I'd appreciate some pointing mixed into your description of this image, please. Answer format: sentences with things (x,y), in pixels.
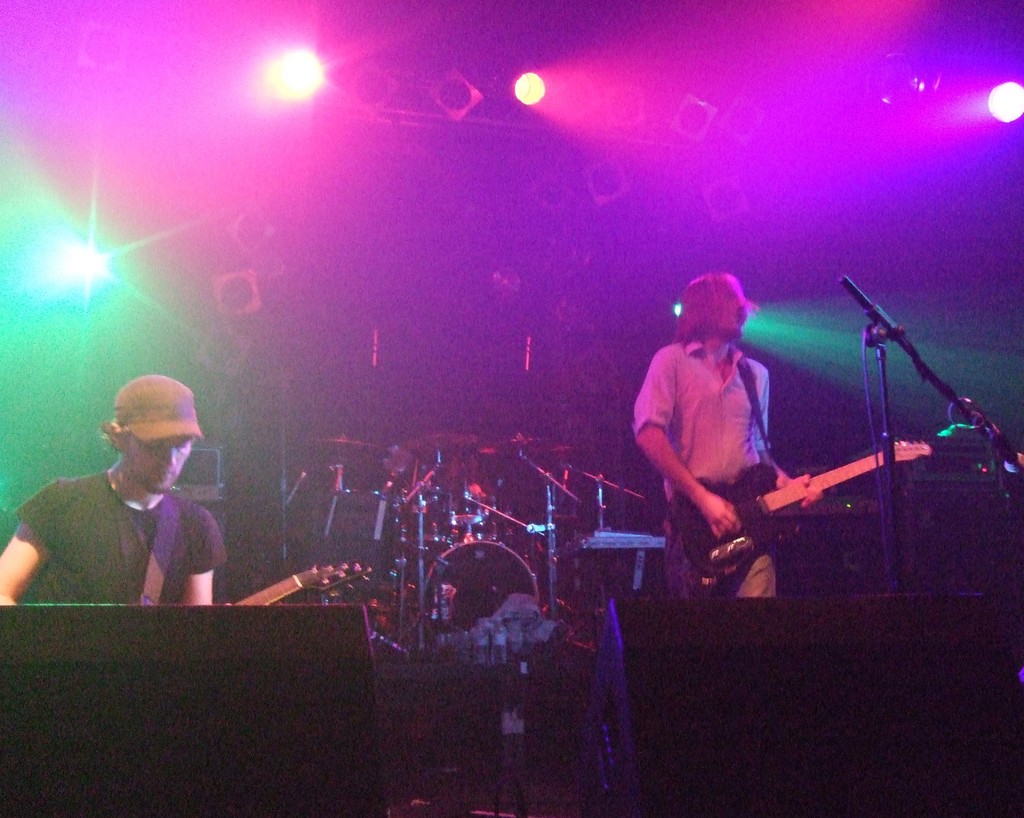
This picture seems to be clicked inside the hall (639,288). On the right (725,359) we can see a person (712,355) wearing shirt (711,409), standing and playing guitar (834,473). On the left (153,531) we can see another person (127,489) wearing black color t-shirt (117,560) and seems to be playing guitar (279,593) and we can see the musical instruments (500,587) and some other objects (886,414). In the background (683,98) we can see the focusing lights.
